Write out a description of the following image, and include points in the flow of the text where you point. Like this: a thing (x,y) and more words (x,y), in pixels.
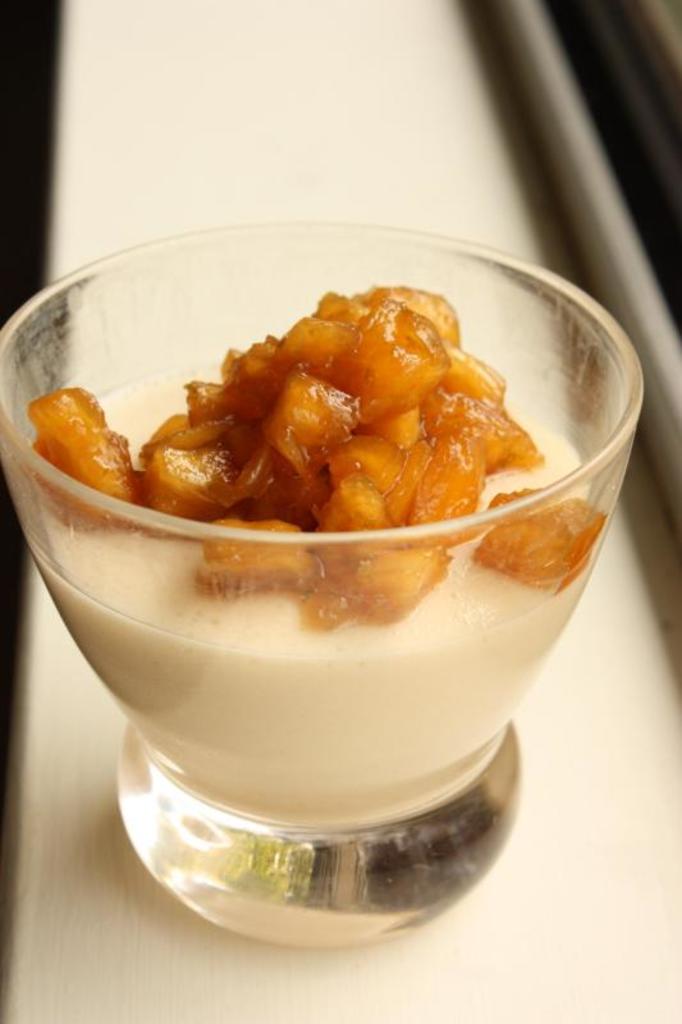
In this picture we can see food (325,440) in the bowl (332,846) and this bowl (321,838) is on the platform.
